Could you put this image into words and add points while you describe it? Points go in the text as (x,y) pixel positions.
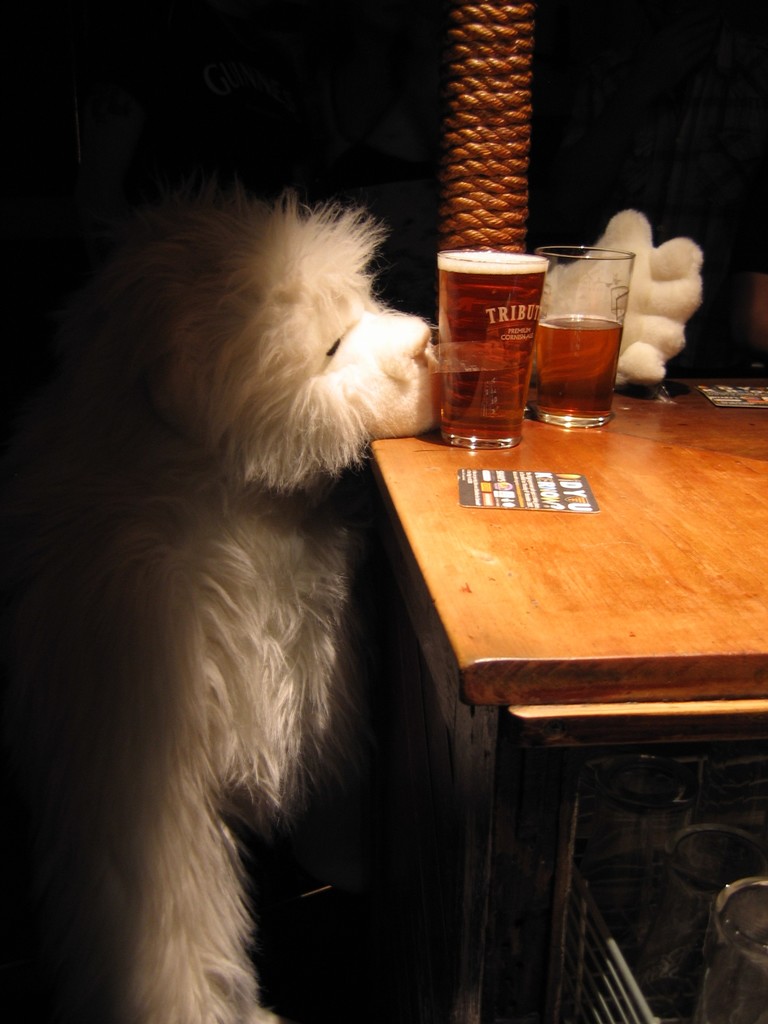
This picture shows a furry toy (265,771) and we see two glasses (529,338) on the table (447,735).
